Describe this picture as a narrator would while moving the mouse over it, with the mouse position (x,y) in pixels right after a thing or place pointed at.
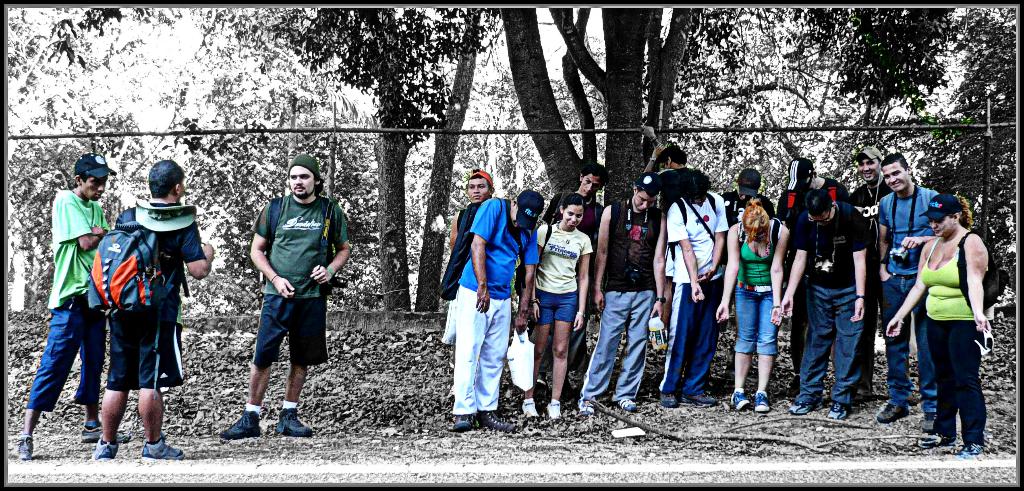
In this image I can see the group of people (609,357) with different color dresses (484,317). I can see few people (477,317) are wearing the bags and few are wearing the caps (807,176). In the background (591,154) I can see many trees (280,144).
